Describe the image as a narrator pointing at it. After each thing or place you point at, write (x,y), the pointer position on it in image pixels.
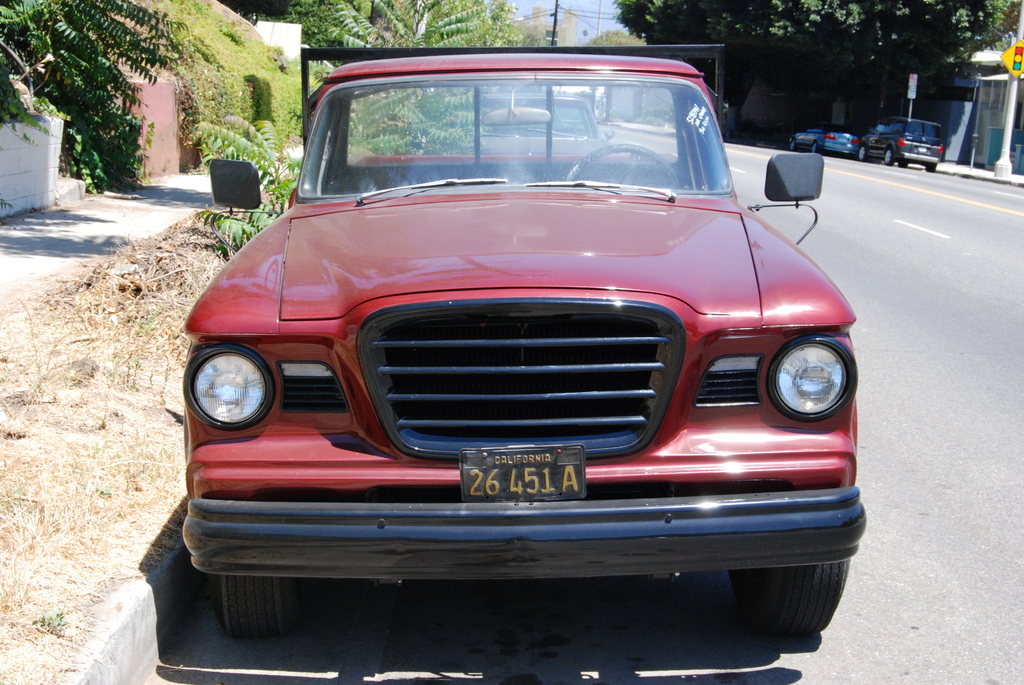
In the center of the image (472,343) there is a car (438,370) on the road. In the background (307,37) there are buildings (567,31), trees (381,27), poles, vehicles (815,145) and sky (590,33).
